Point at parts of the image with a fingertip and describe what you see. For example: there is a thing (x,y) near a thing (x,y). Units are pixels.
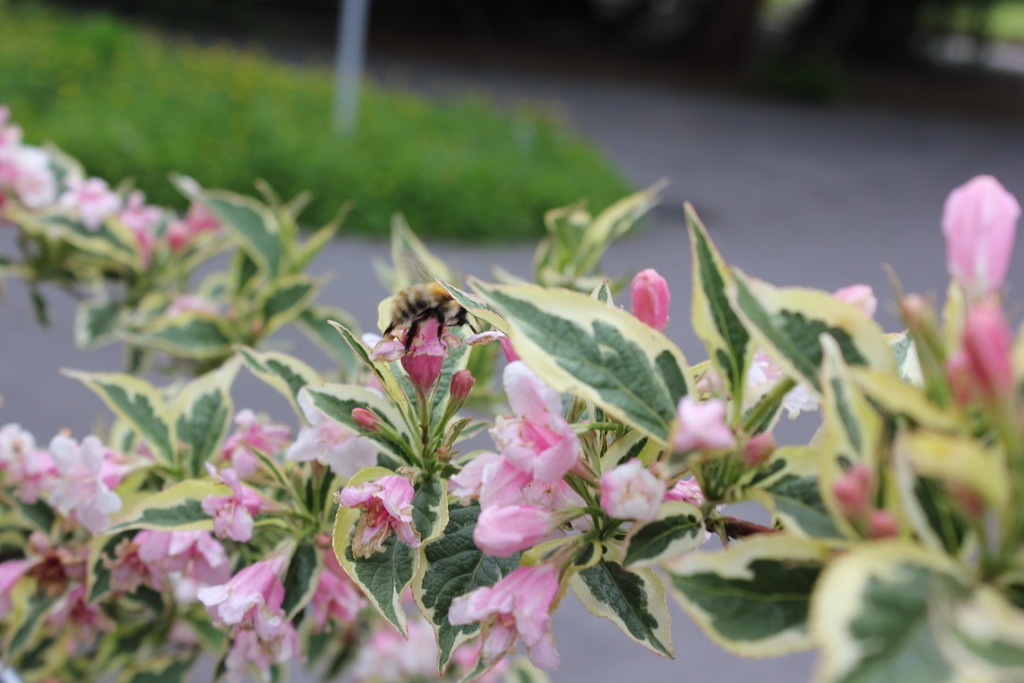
In this picture there is a bee (424,312) who is sitting on the flower (423,328). On the bottom (165,466) we can see many flowers (559,433) on the plant (497,454). In the background (823,184) there is a road (783,132), beside that we can see the green grass (493,131).
